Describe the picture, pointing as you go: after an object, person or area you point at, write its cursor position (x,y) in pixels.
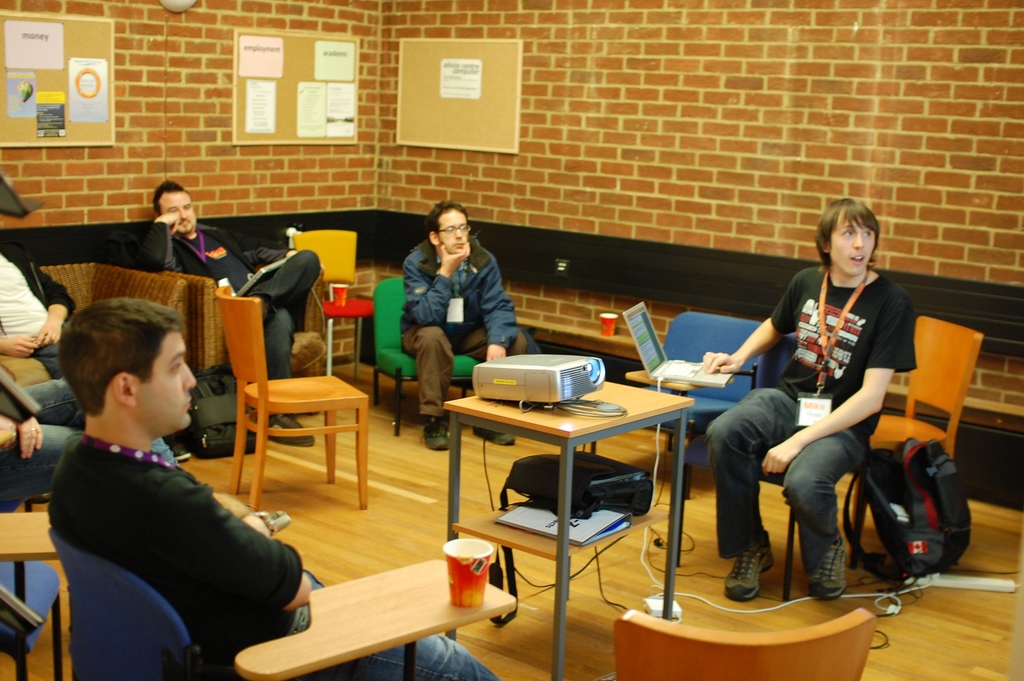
In the given image we can see that, there are people (147,511) sitting on chair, there is a table (544,432) on which the projector (514,389) is placed.
